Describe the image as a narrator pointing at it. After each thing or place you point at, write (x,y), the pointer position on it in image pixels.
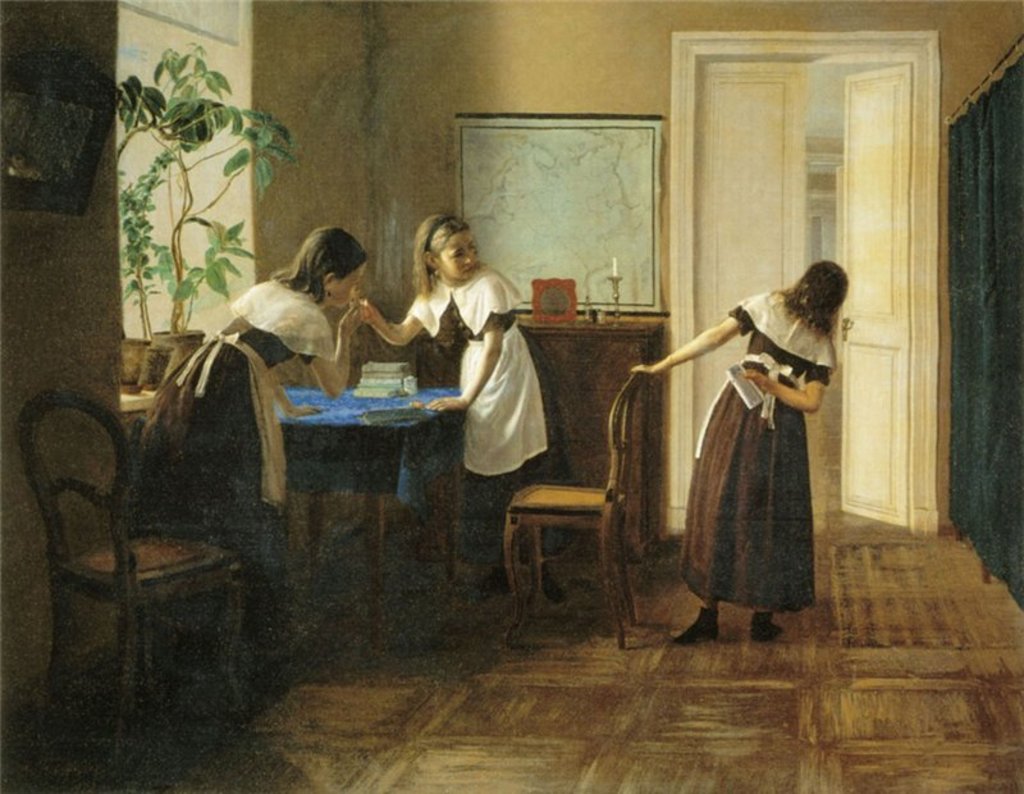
This image is a portrait, in this image there are three girls (493,527) standing on a floor (683,655) and there is a table (346,430), on that table (398,404) there are books (391,393), around the table (288,487) there are chairs (565,511), on the left side (31,33) there is a wall (46,7), for that wall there is a window (235,35), in that window (209,4) there are plants (179,231), on the right side (1021,400) there is a curtain (954,136), in the background (568,24) there is a wall (420,5), for that wall (420,5) there is door (902,505) and a map (603,288) and there is a cabinet (648,439), on that there are few objects (555,310).
